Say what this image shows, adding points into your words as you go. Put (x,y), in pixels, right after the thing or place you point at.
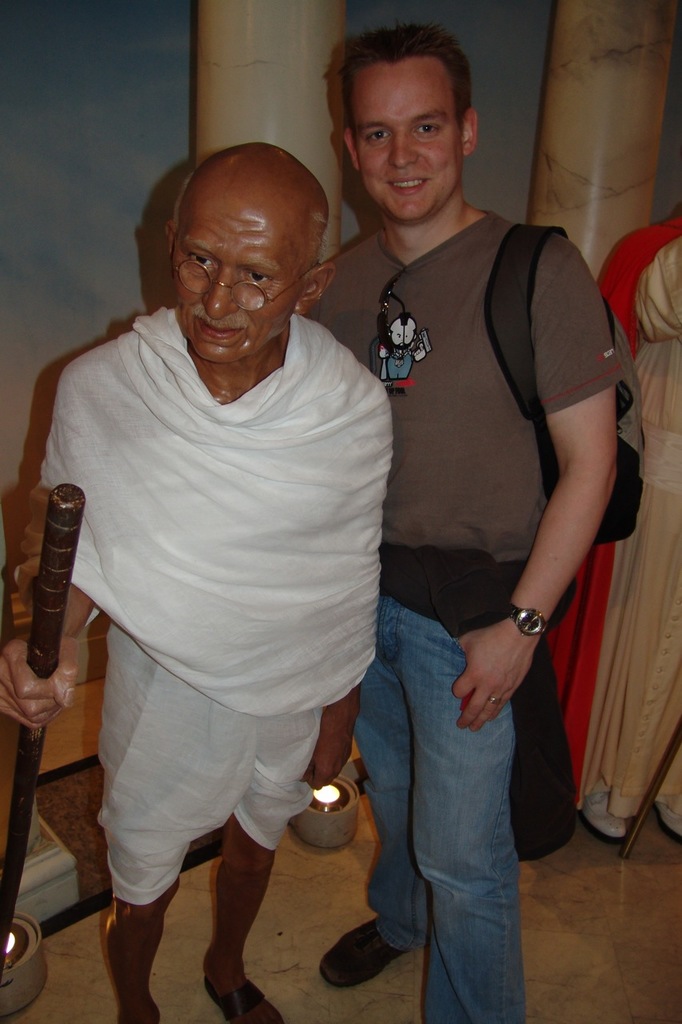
In this image I can see a person (410,385) wearing a gray color t-shirt (450,314) and his smiling and standing beside the statue (249,567) and the statue (149,567) visible on the left side (168,519), back side of him I can see two beams (617,47) and I can see a person hand (649,292) visible on the right side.
